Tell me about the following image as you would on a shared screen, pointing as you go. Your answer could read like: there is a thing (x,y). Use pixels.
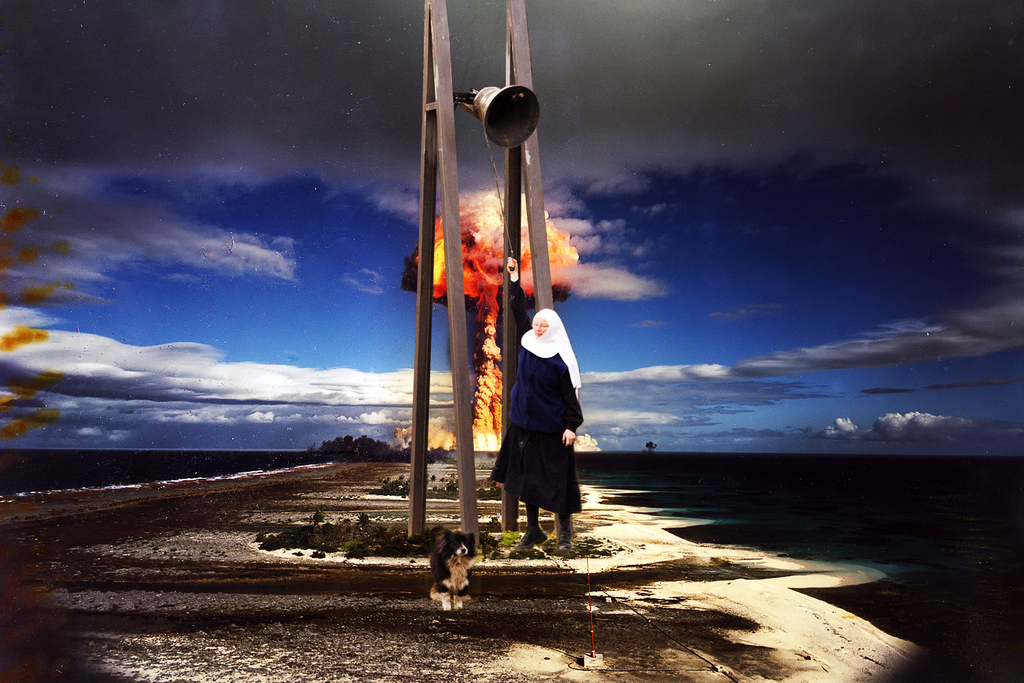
In the image we can see a person (544,423) standing, wearing clothes (525,433) and we can even see a dog (439,577). Here we can see footpath (173,593), flame (473,284), grass (372,537) and the cloudy sky (320,280).
